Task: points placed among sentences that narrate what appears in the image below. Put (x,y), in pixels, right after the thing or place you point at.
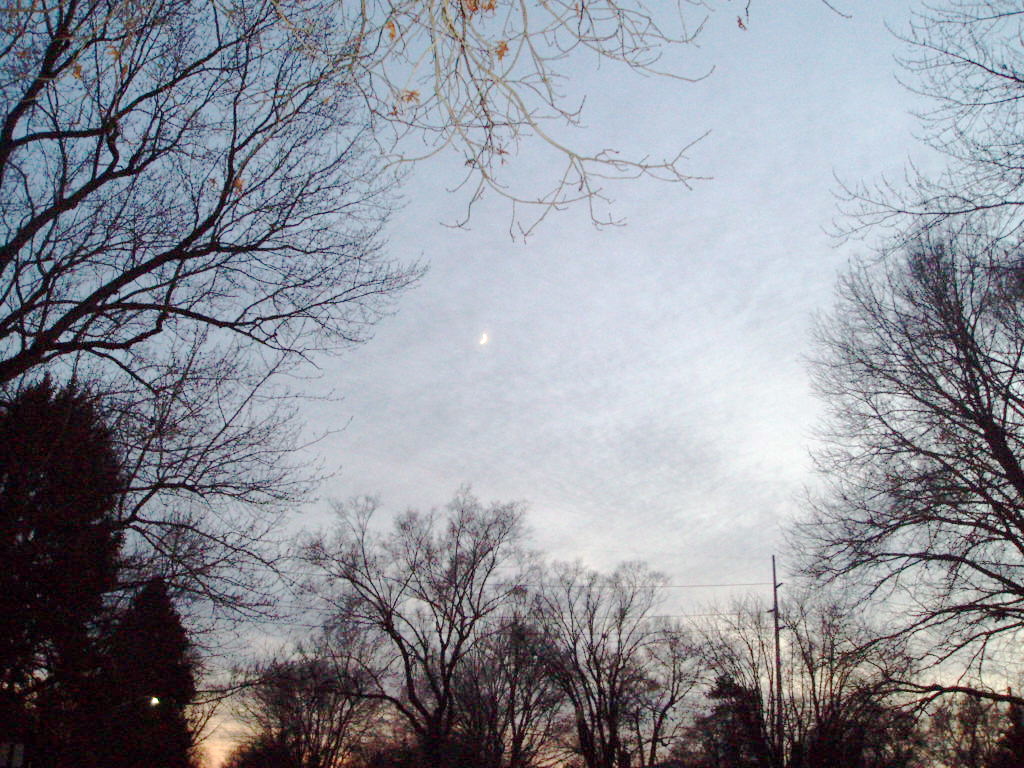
In this image we can see trees (852,729), sky (548,333) and moon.
